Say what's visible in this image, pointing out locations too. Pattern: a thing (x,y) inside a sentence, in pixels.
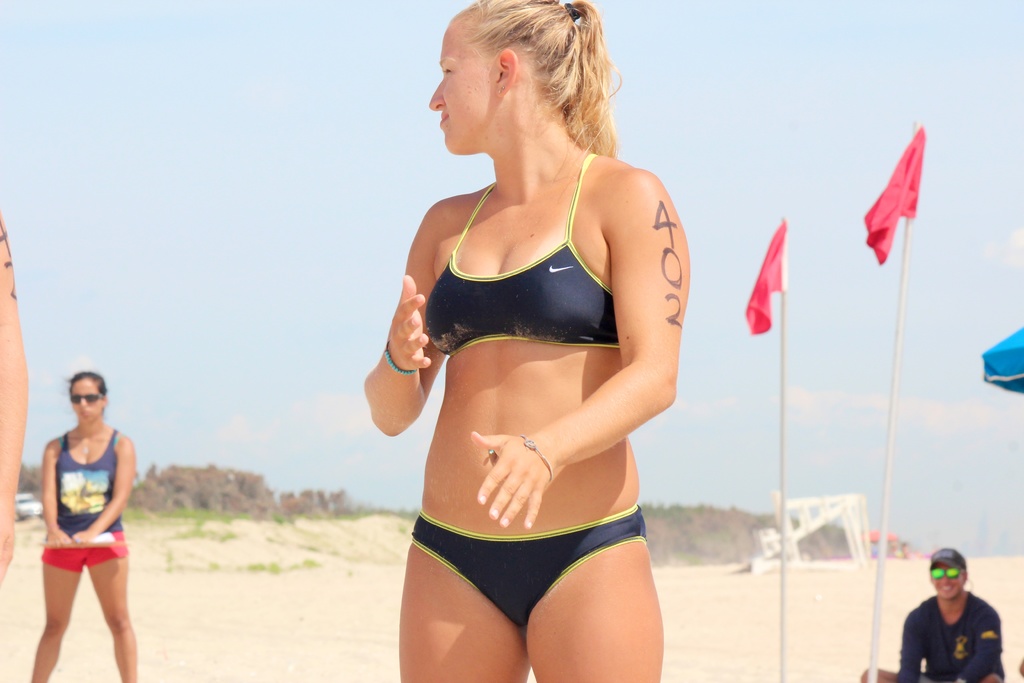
In this image we can see people (930,633), poles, flags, car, sand (334,585), trees (727,514), and objects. In the background (27,105) there is sky (993,228) with clouds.
